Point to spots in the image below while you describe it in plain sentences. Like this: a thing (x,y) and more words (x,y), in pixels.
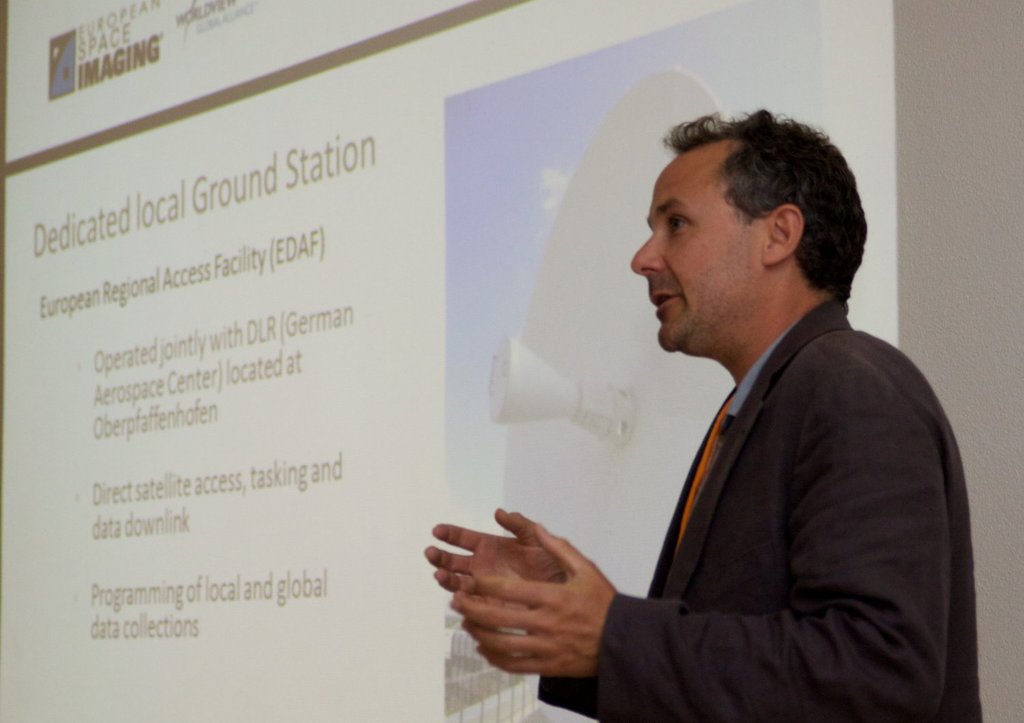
In this picture there is a man (904,563) wearing black color standing and explaining something. Behind there is a white color projector screen (393,588).
